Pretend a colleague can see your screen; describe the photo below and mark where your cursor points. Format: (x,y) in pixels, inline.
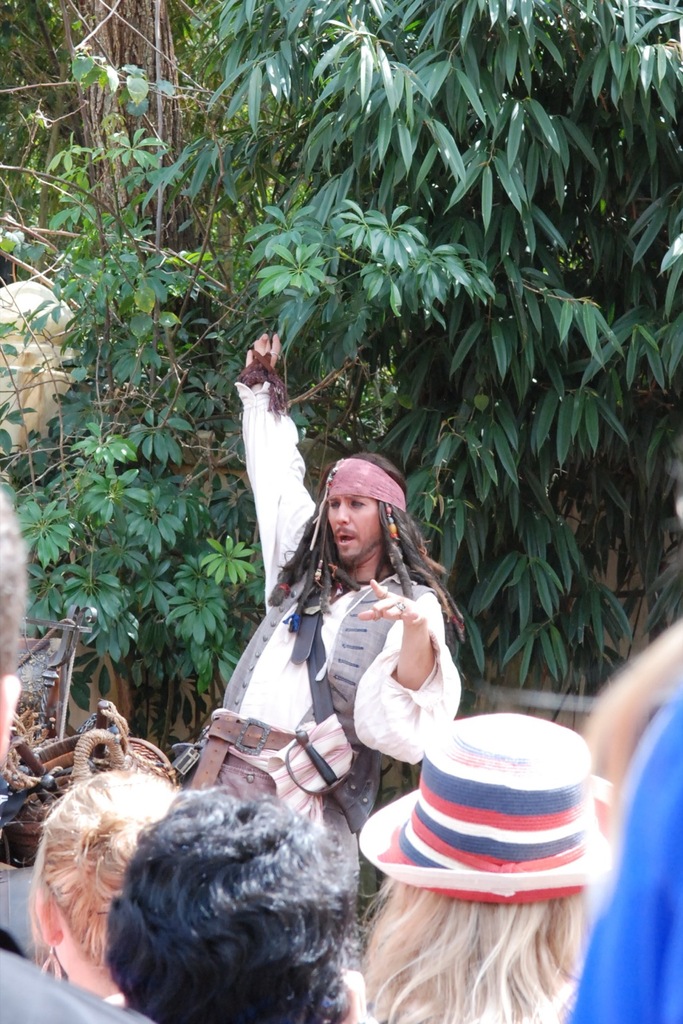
In this picture there are people (665,830) and we can see trees (416,88) and few objects (39,690).
